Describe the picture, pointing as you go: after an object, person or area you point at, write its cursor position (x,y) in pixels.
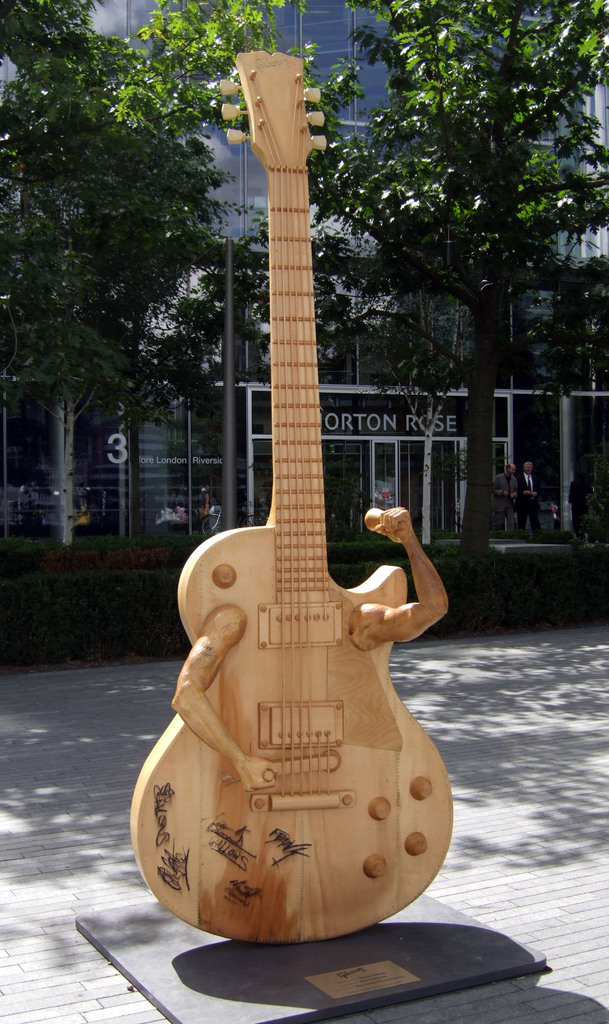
In this picture there is a wooden guitar (306,465) placed on the street (470,841) and to which there are hands (400,610) coming out of the wooden guitar (271,749). In the background (328,171) we observe buildings (357,32) and trees (503,340).
